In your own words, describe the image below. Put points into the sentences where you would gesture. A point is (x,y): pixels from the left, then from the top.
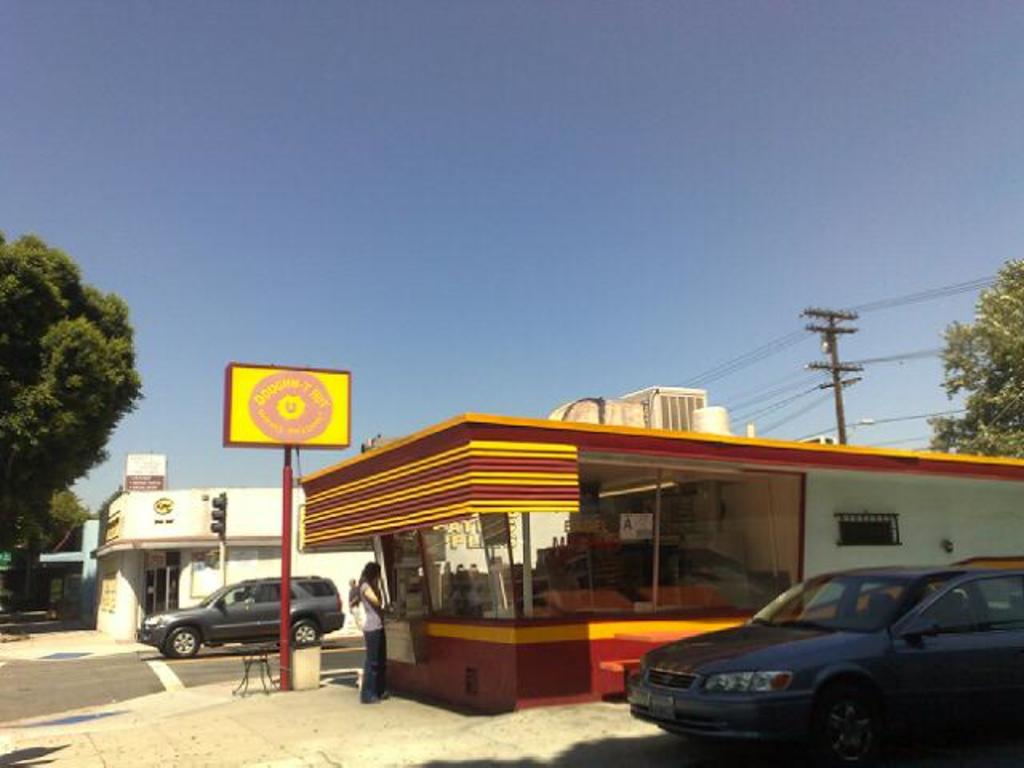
In this picture we can see a person (382,653) standing on the ground (369,726), table (246,651), name board (258,415), traffic signal (217,514), poles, vehicles (670,724) on the road (64,663), buildings (231,547), trees (952,381), wires (833,382), some objects (849,385) and in the background (879,346) we can see the sky (506,295).
